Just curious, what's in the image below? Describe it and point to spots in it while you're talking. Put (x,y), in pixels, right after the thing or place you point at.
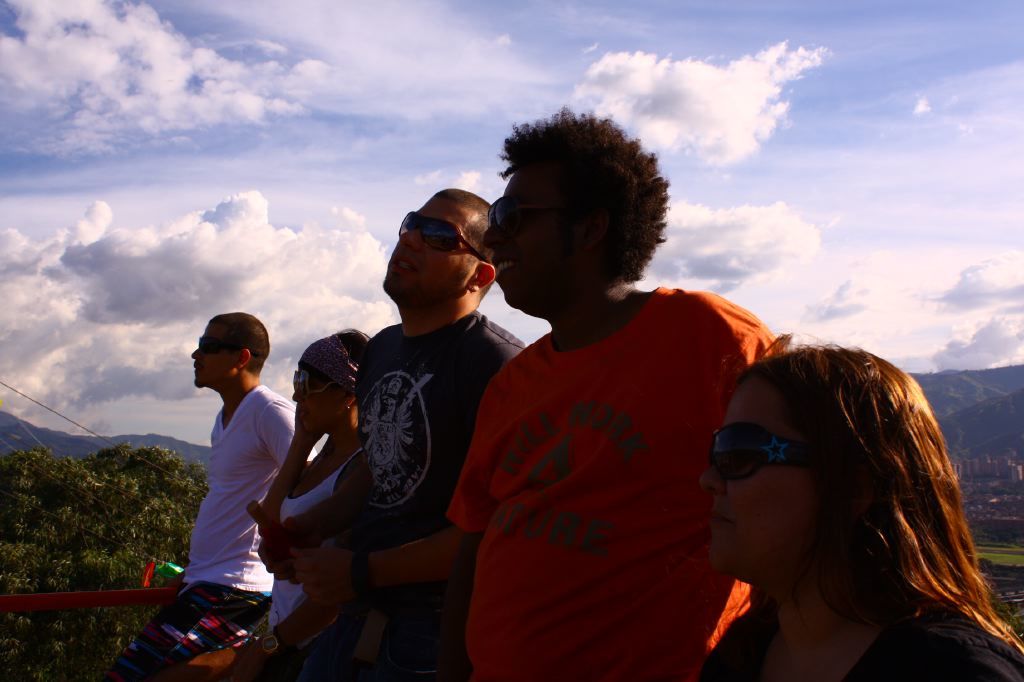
In this image there are three men (493,436) and a two women (776,604) standing. Behind them there are trees (147,481) and mountains (945,405). At the top (366,111) there is the sky (584,80).
